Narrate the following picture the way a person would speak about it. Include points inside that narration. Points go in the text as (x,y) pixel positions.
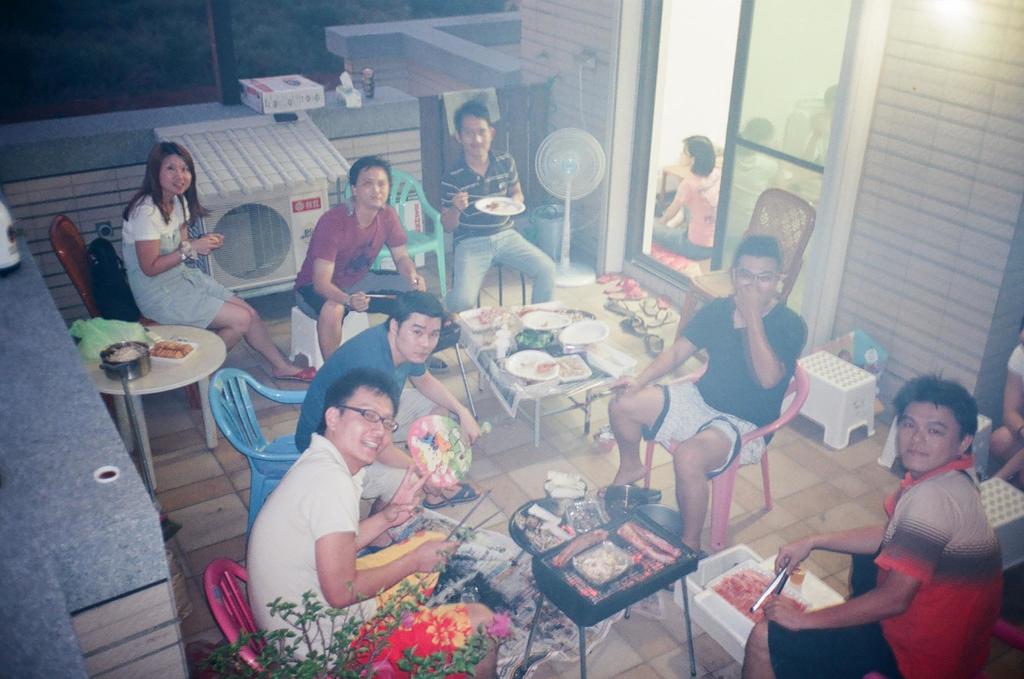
In this picture there are group of people (790,371) who are sitting on the chair (802,377). There is a plate (557,368), bowl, cloth (546,385) on the table (503,398). There is a white table (528,397). There is a box (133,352), food (166,354) in the plate (159,343), green cloth (110,338) on the other table (154,386). There is a device (260,178), fan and dust bin (545,220) at the corner. There is a plant (313,656).
